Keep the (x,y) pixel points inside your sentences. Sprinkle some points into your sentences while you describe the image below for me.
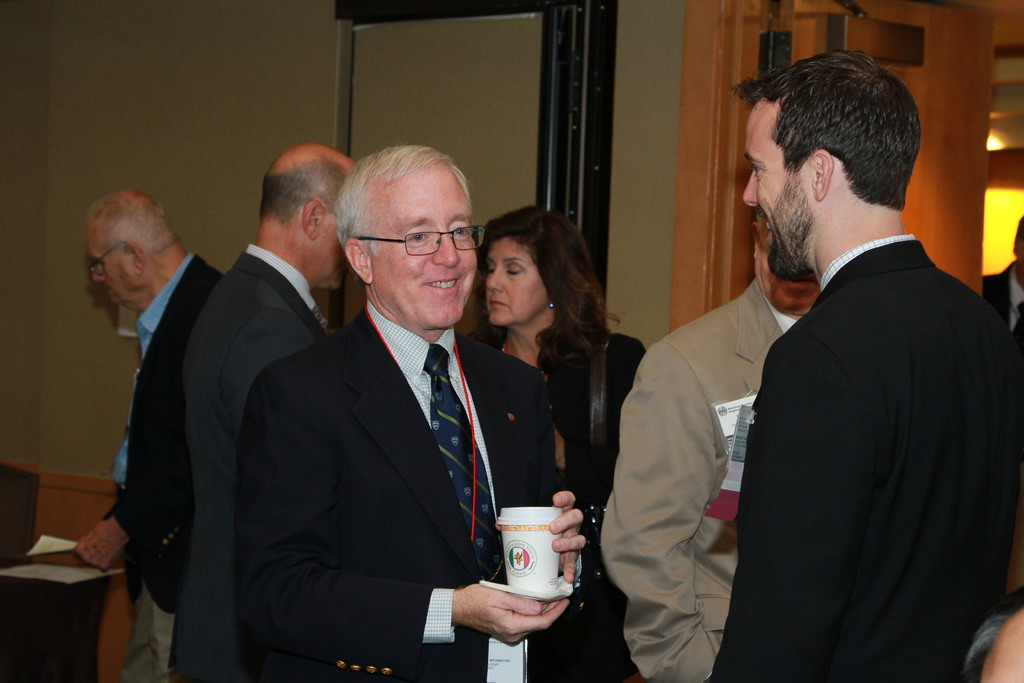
This picture shows few people (136,278) standing and we see a man (488,404) holding a cup (538,576) in his hands (477,608) and we see another man (113,200) standing on the side and he is holding papers (75,545) in his hand (86,556) and we see another paper (68,566) on the table (47,639).
